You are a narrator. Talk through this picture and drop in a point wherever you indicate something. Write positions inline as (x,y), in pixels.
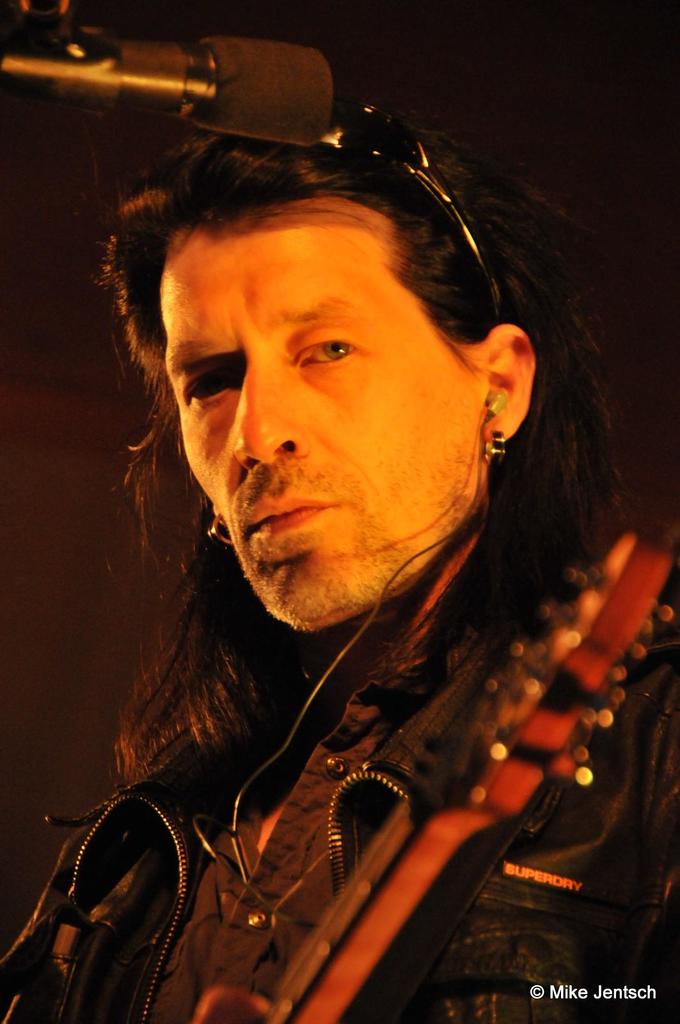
there is a man (531,443) standing in front of a microphone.
